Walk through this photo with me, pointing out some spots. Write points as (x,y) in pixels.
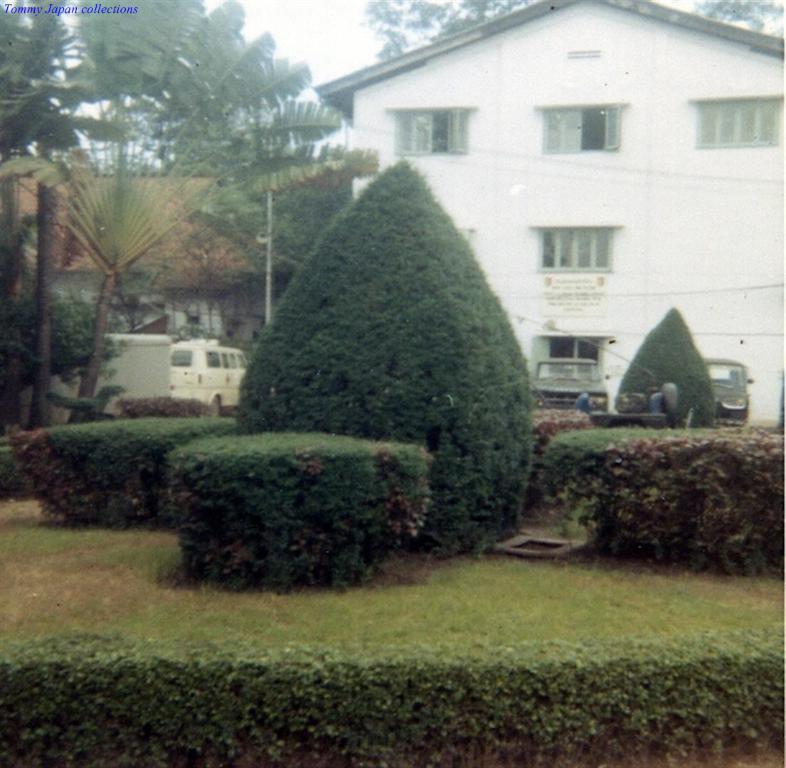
In this image we can see a house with a roof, windows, a signboard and a door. We can also see some vehicles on the ground (391,579), a group of plants (316,476), a house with a roof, grass (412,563), trees (109,286) and the sky (335,31) which looks cloudy.
